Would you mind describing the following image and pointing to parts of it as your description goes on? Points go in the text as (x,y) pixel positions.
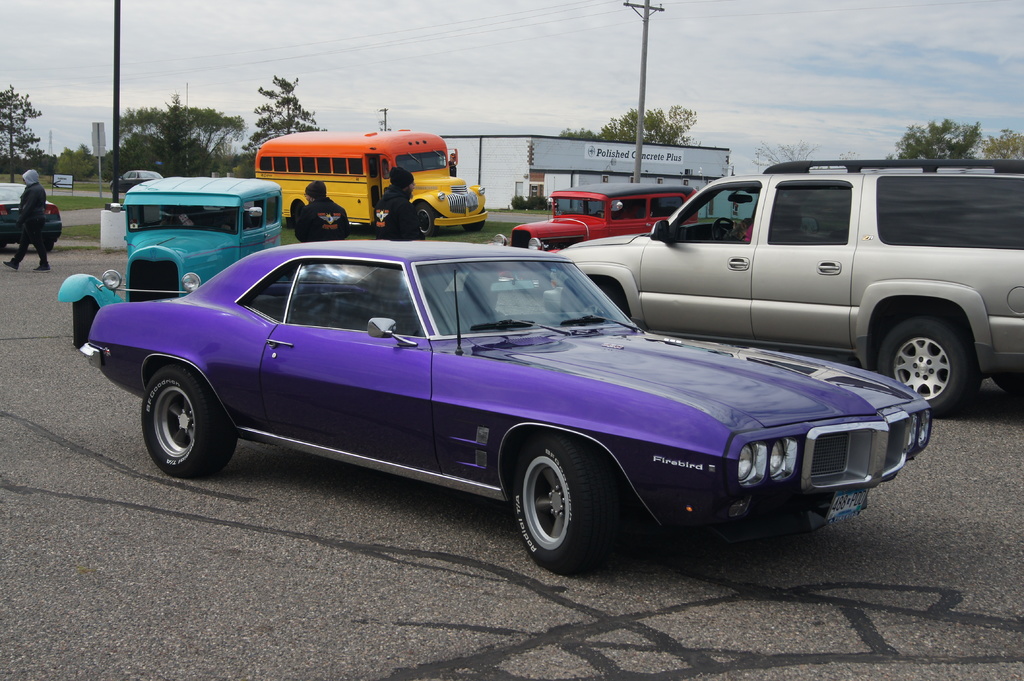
In the foreground (365,387), I can see fleets of vehicles (200,442) on the road (258,456) and a group of people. In the background (618,168), I can see grass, light poles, buildings (589,161), trees (208,155), sign boards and the sky (285,21). This picture might be taken on the road (411,488).
